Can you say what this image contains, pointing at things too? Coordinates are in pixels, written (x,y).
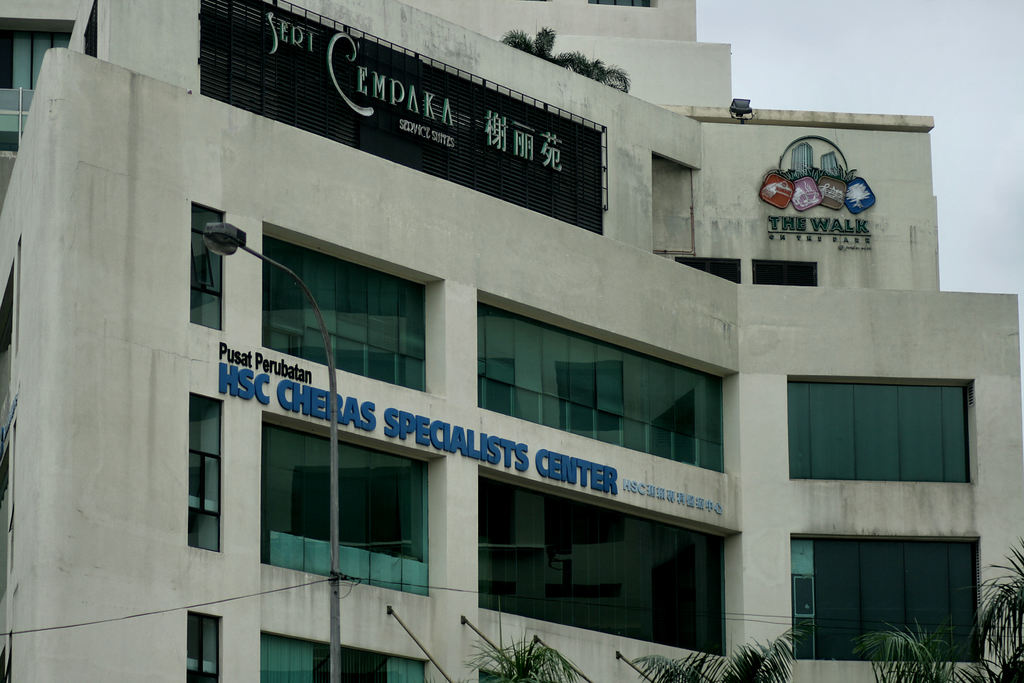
In this image we can see a building (426,285), light pole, texts (312,393) written on the wall (268,122), windows (483,316), glasses (504,311), trees (985,638), wires (763,621) and sky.
